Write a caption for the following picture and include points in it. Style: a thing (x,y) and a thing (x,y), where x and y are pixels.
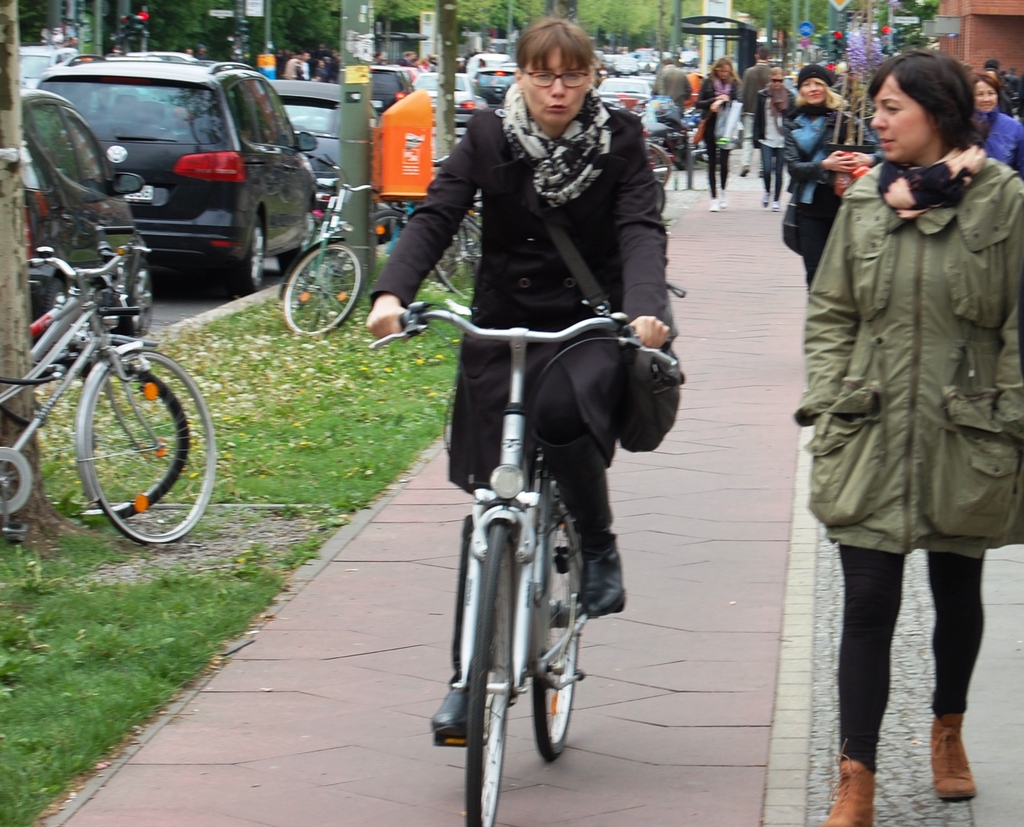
It is a Footpath (787,777), a woman (549,209) is riding a bicycle (518,415) there are also a lot of people (866,176) behind and beside her, to the left (139,383) the grass (11,643) on the footpath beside that there are a lot of cars (281,143), the background (607,44) are also lot of trees (774,22) and other vehicles (607,62).
